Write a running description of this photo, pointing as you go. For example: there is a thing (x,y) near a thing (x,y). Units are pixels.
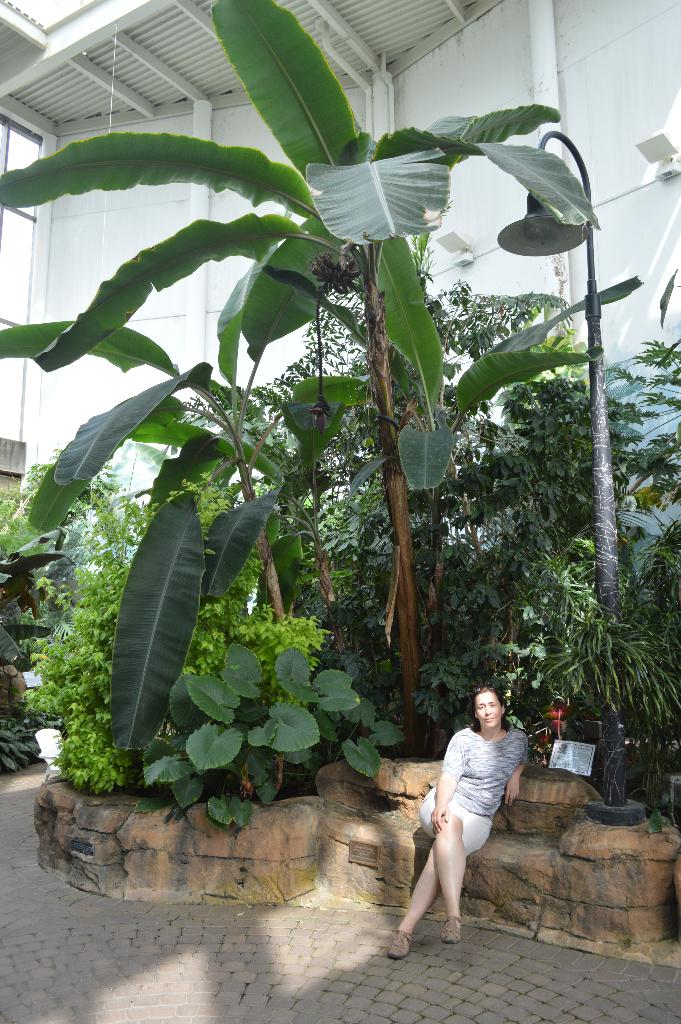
This picture is taken inside of a greenhouse (580,42). In this image, on the right side (454,872), we can see a woman (506,746) sitting on the stones (494,917). In the background (540,596), we can see some trees (570,493), plants (471,487), building (72,268), pipe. At the top (51,60), we can see a roof (293,13) which is in white color, at the bottom (294,909), we can see a land (253,926).
